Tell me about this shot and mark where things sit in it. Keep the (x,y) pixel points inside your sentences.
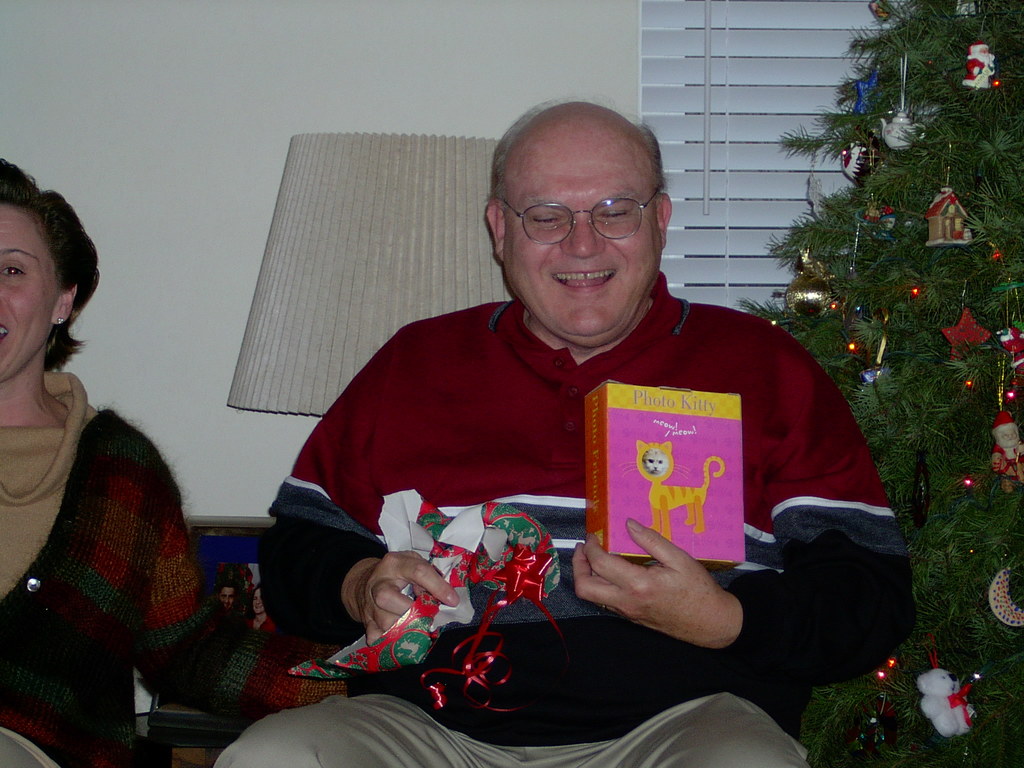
In the picture I can see an old man (334,460) wearing maroon color T-shirt (723,355) and spectacles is sitting by holding some objects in his hands (706,600) and on the left side of the image (91,698), I can see a woman (26,623). In the background (880,713), I can see table lamp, Xmas tree (970,502) and window blinds (663,53).
